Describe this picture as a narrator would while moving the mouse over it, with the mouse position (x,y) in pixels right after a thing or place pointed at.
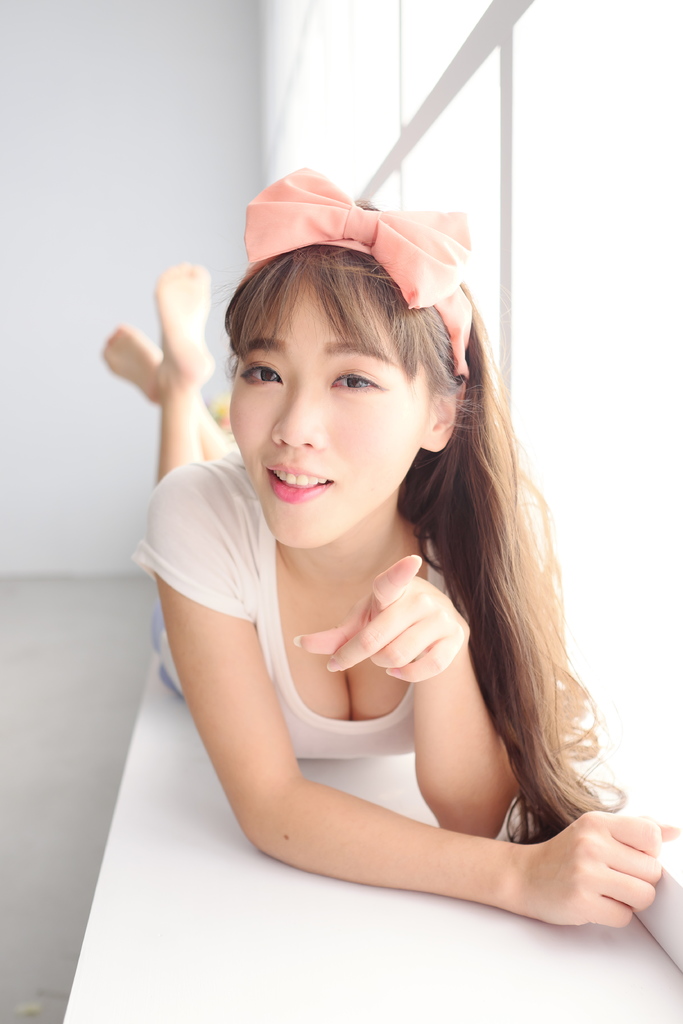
A girl (218,565) in white t-shirt (236,568) who is wearing a pink color ribbon (298,216) on her head (379,374) is lying on the bench (332,770) and she is smiling. Beside her, there are windows (500,184). In the background (152,233), we see a white wall (32,331). This picture might be clicked inside the room (98,782).
